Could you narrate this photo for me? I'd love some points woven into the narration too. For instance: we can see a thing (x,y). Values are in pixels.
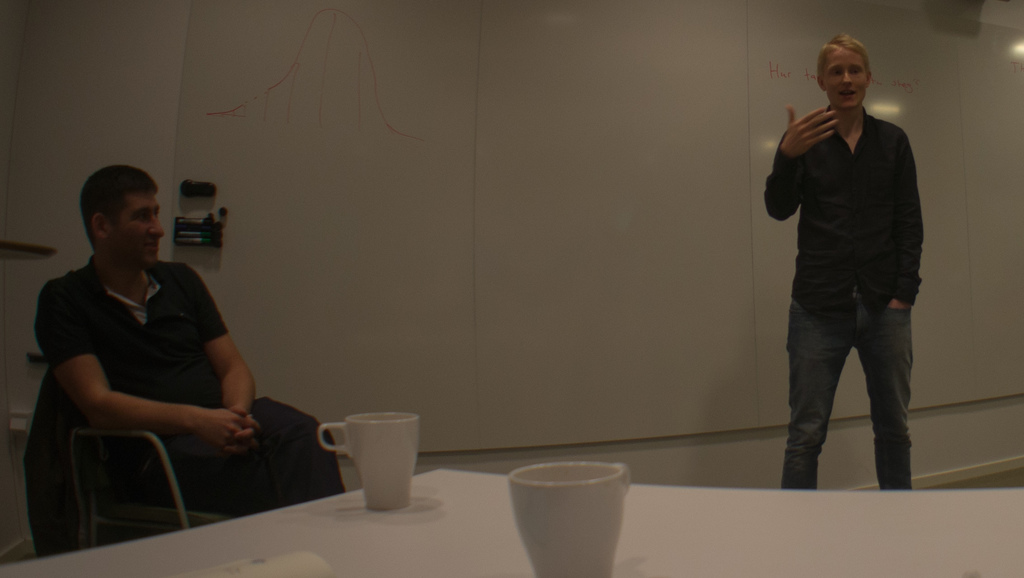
It is a closed room (573,301) where two people (217,364) are there on the left corner of the picture (115,386) the person (141,416) is sitting in the chair (168,456) and in the right corner of the picture (847,297) the person (809,229) is standing and wearing a black shirt (872,256) and blue jeans (868,368) in front (643,538) them there is table (505,485) and cups (400,447) on it, behind them there is a wall (320,236) and some drawings (369,104) on it.
